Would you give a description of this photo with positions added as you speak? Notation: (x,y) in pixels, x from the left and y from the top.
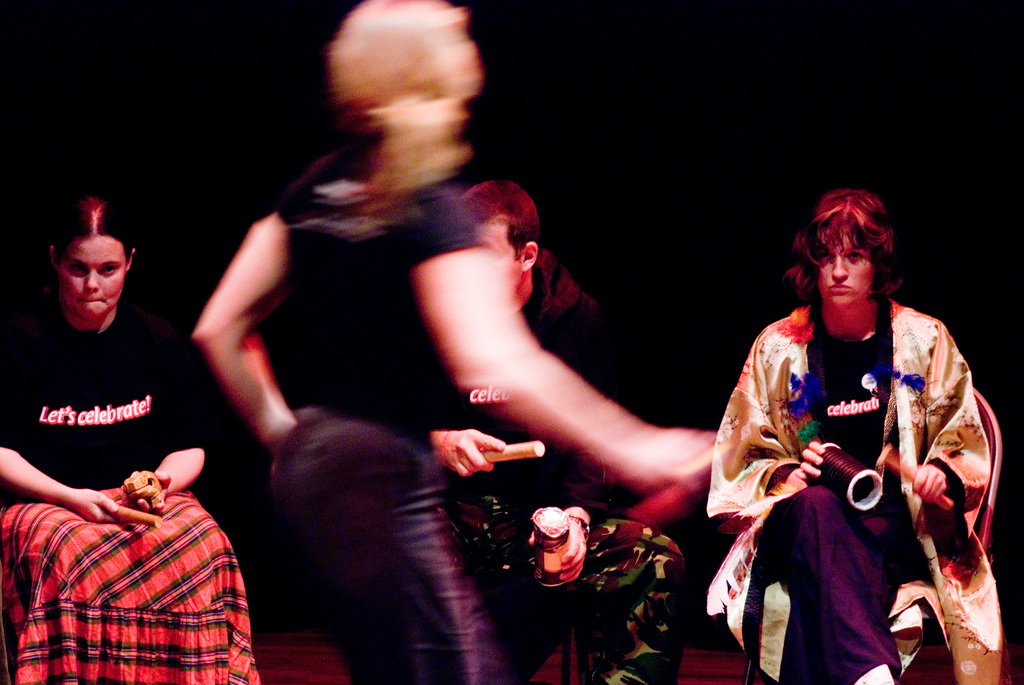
In this image, we can see a person (402,403) standing and there are some other people (721,466) sitting and holding objects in their hands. At the bottom (291,647), there is a carpet (282,671).
